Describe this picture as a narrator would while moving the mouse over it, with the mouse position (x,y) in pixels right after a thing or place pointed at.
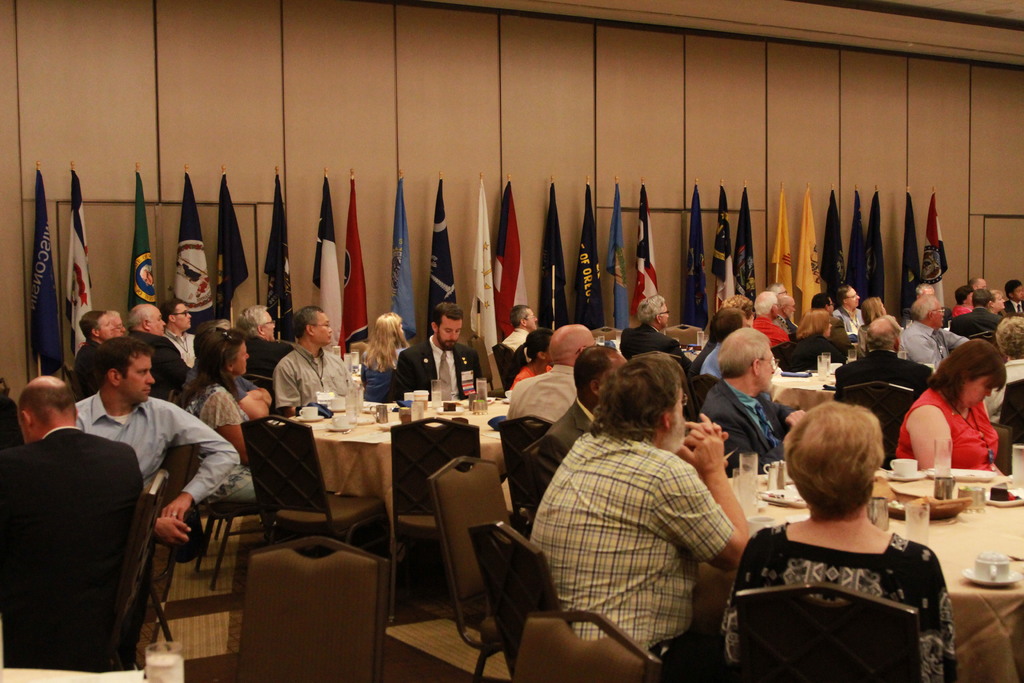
Every person (249,354) is sitting on a chair (486,605). In-front of this person's (735,497) there are tables (969,530), on this tables (956,542) there are glasses (916,530), cup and saucer (977,580). These are flags (930,267) line by line.
